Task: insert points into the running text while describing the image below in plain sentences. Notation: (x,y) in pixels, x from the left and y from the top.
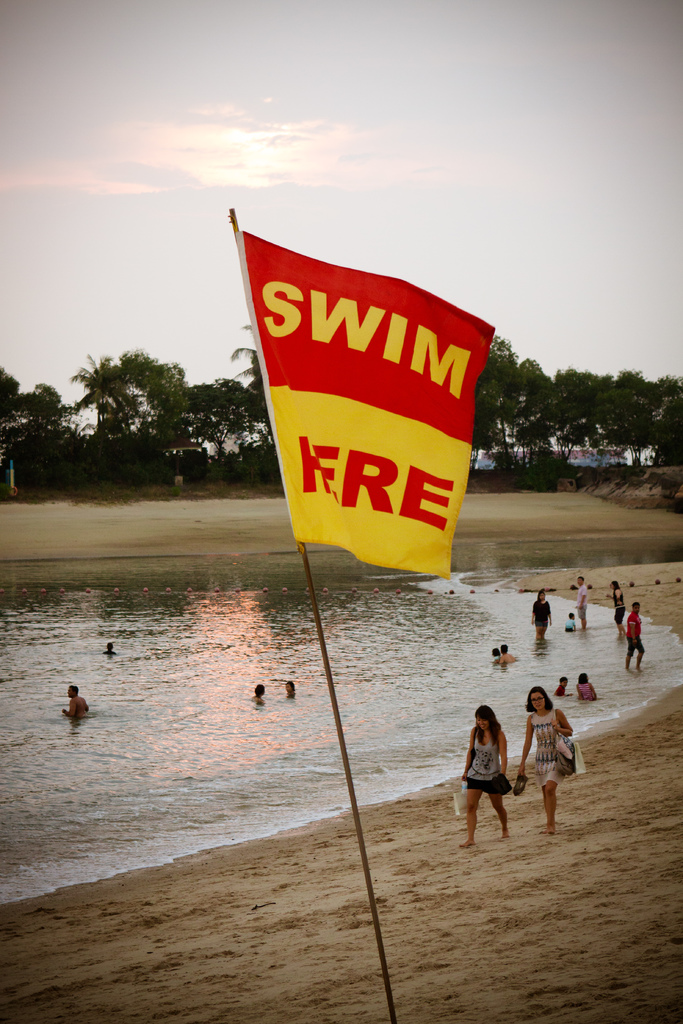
In this picture we can see a flag (356,444) in the front (368,482), at the bottom (512,993) there is sand (492,906), on the left side (180,674) there is water (299,752), we can see some people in the water (454,705), there are two persons (482,723) walking in the middle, in the background (679,405) there are some trees (538,414), we can see the sky (395,101) at the top of the picture (353,108).
